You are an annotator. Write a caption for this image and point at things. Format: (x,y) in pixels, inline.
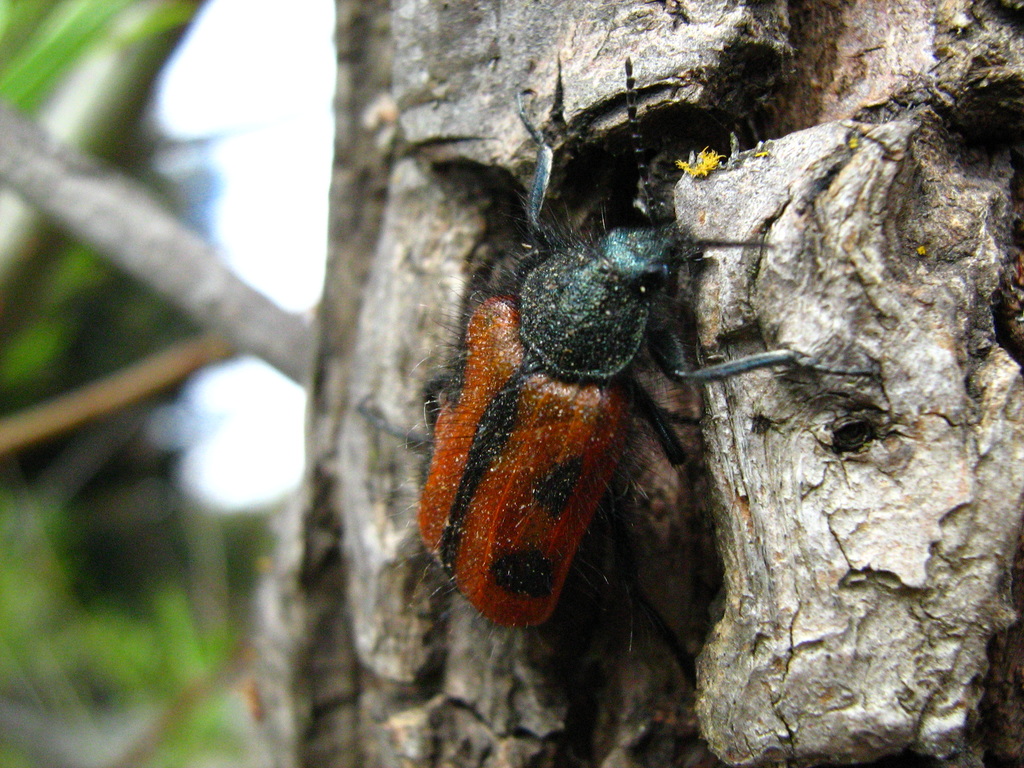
In this image, in the middle (640,306), we can see an insect (655,356) which is on the wooden trunk (712,297). On the left side (126,653), we can see green color.
